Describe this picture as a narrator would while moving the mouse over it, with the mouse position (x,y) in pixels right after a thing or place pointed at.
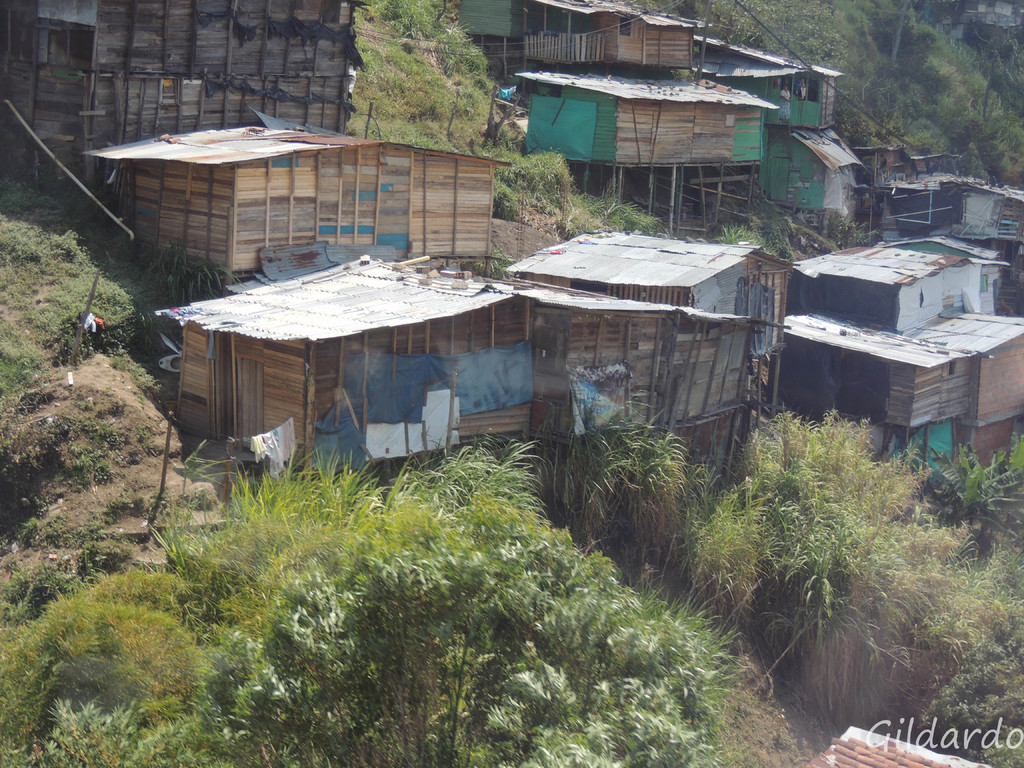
In this image we can see the wooden sheds (899,288), plants (102,644), grass (749,548), trees (395,605), some wooden sticks (161,474), clothes (274,451).
